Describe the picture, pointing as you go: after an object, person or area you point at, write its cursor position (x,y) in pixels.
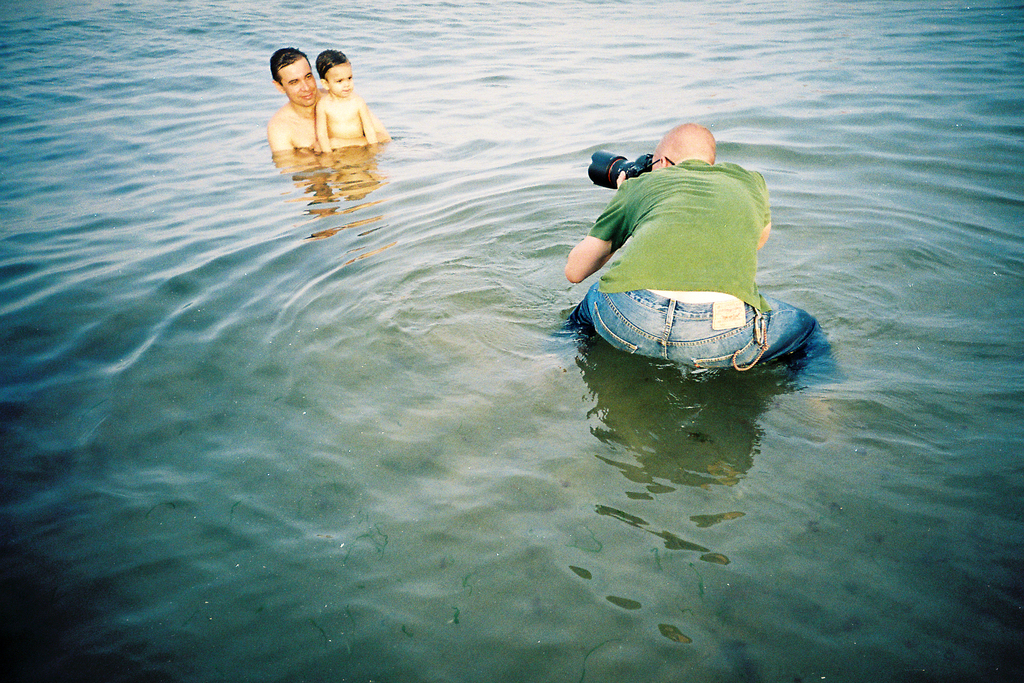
In the image we can see a man (311,106) and a baby (321,117) are in the water (311,159) and they are posing for a photo. Here we can see a man (693,251) wearing clothes (707,212), spectacles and he is holding a camera (636,175) in his hand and he is taking the photo. Here we can see water (349,429).
